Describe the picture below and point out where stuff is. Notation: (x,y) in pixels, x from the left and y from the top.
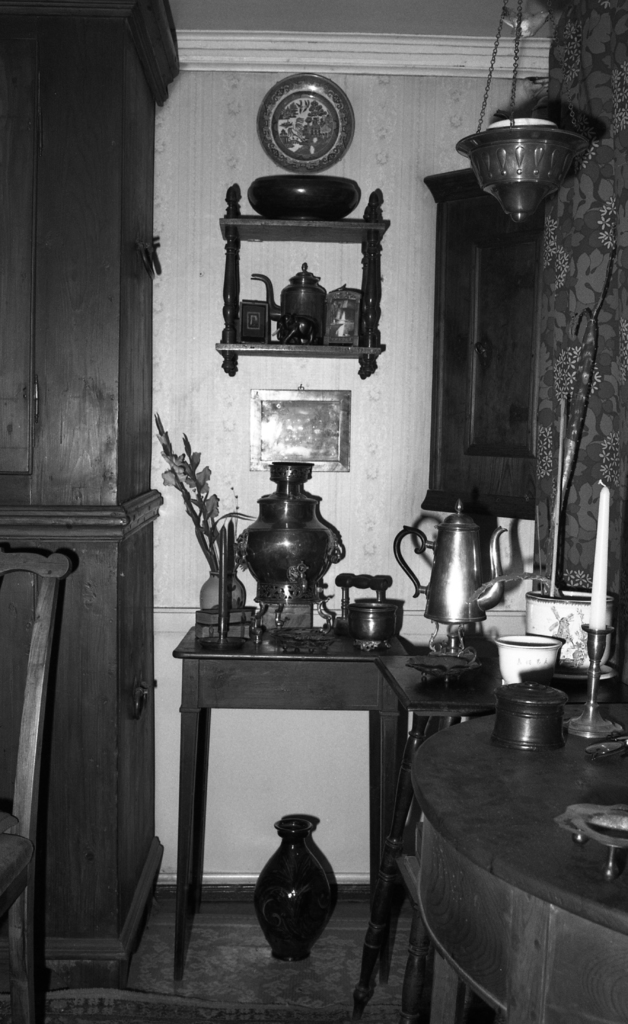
This is a black and white image. This is a table (231,659) with a flower vase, bowl (362,628), jug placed on it. This is a flower vase (297,957) kept on the floor (275,996). This looks like a frame (335,416) attached to the wall (394,399). This is an object (516,69) hanging through the rooftop (517,8). This looks like a curtain (593,390). I can see a candle (600,617) on the candle stand (596,707) on the table (527,795).
